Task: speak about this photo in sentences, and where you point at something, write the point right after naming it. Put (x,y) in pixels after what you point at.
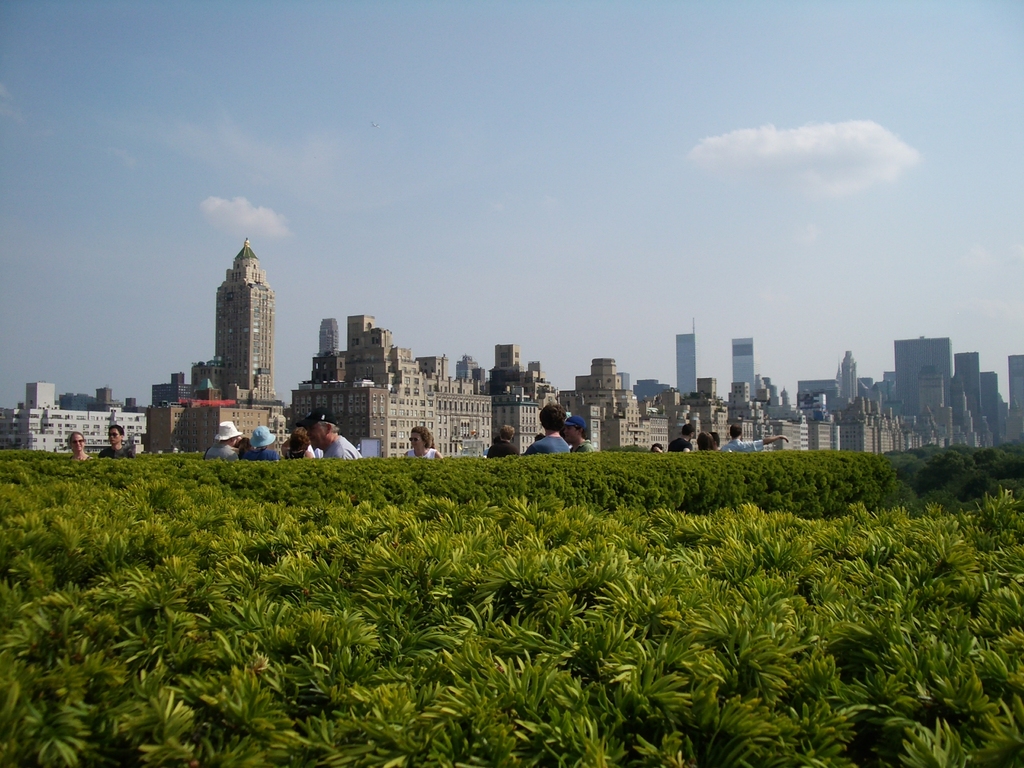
In this image there are trees (49,479) in the foreground (540,512). There are people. There are tall building (861,410) in background (244,254). There is sky (525,317).
